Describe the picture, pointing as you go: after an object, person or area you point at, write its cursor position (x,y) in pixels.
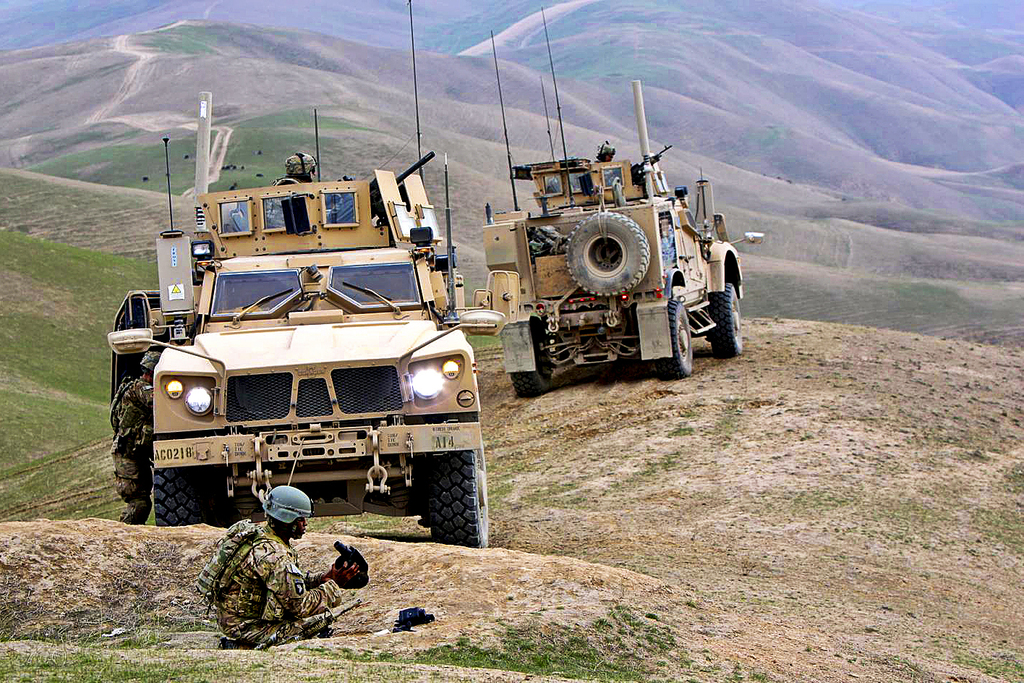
In this picture we can see the vehicles (574,244). In vehicles (532,228) we can see two persons (608,144) are sitting and holding the guns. At the bottom of the image (273,601) we can see a person (271,574) is sitting and wearing helmet (290,509), bag (226,561) and holding an object (349,549). In the background of the image (97,18) we can see the hills (35,274), grass (785,277).
